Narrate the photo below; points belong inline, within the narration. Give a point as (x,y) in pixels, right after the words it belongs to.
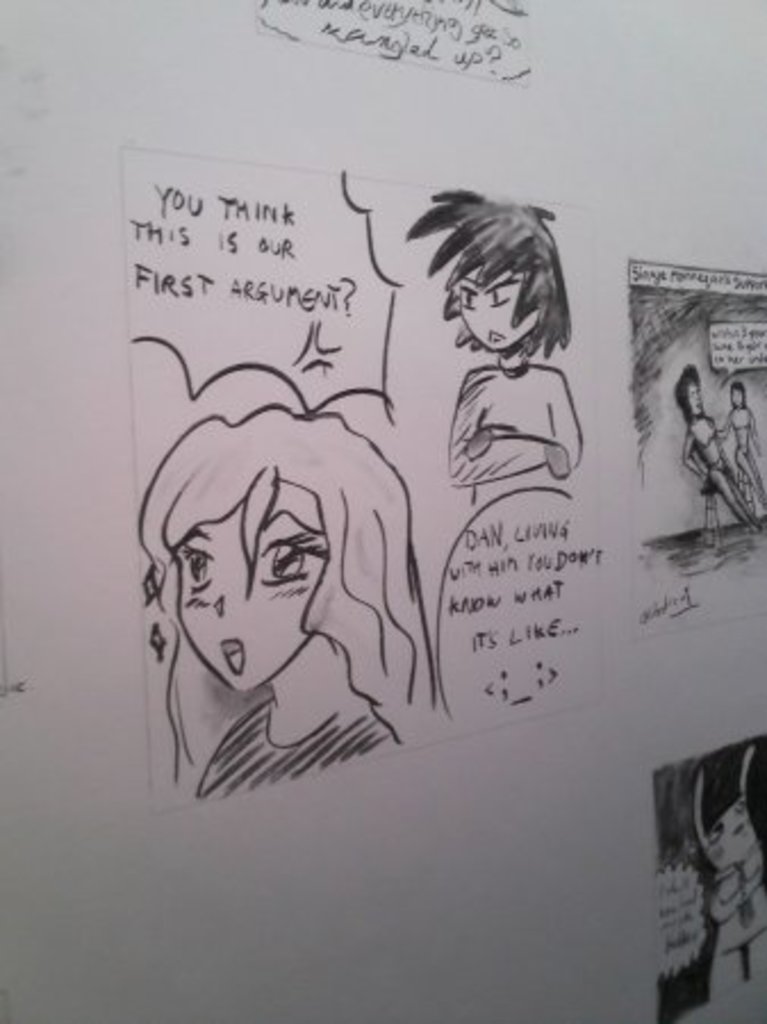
In this image, we can see few people sketch (722,962) and some text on the white surface (104,899).
